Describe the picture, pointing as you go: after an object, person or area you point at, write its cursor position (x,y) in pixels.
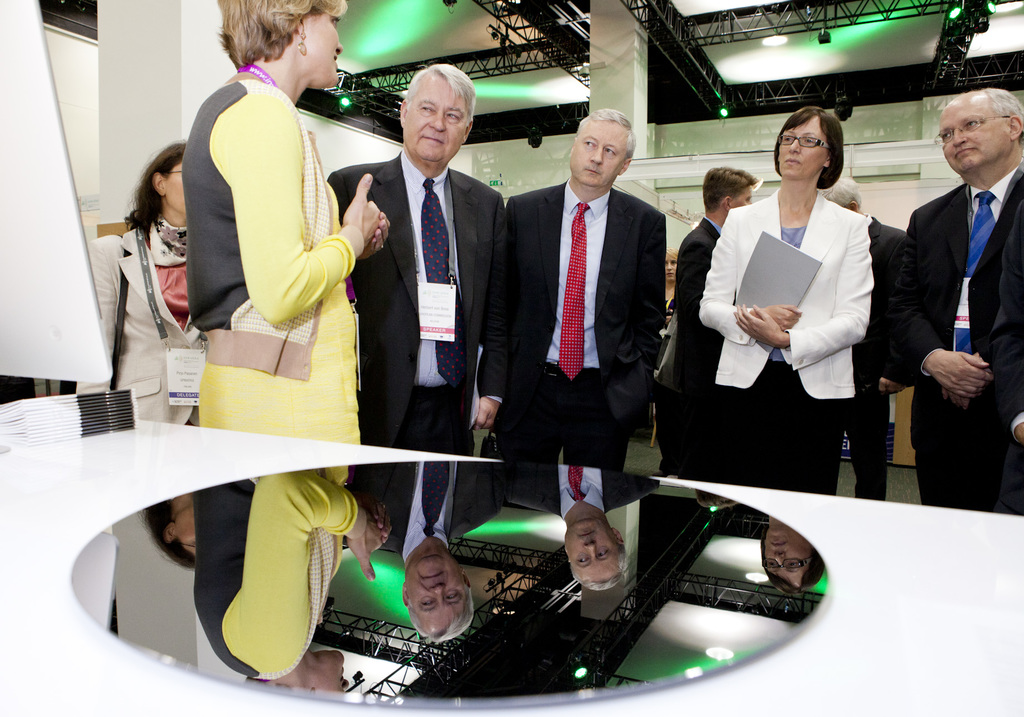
In this image there are group of officers (631,280) standing on the floor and listening to the woman (313,165) who is talking in front of them. At the bottom (421,676) there is a table (508,708) on which there is a mirror (583,612). At the top (533,27) there are stands (501,22) with the lights (821,40). On the left side (30,227) there is a board (27,313). On the table (95,459) there are books (82,414).
